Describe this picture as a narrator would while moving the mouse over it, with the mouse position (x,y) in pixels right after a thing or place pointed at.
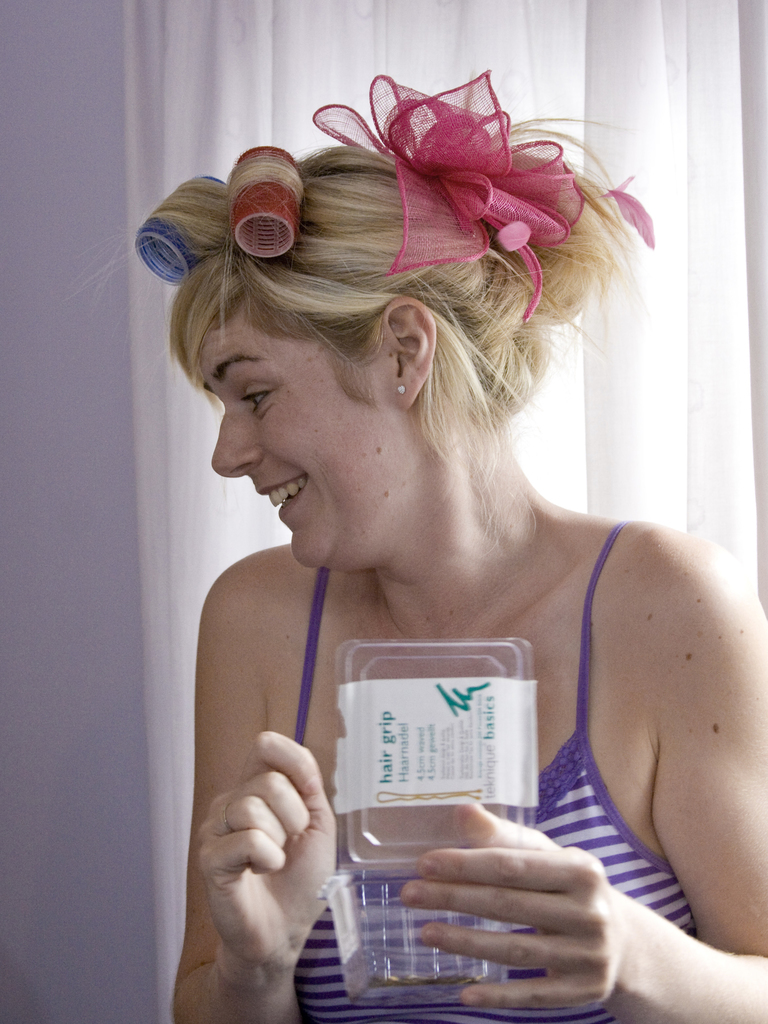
In this image I can see one person (581,767) is holding something and wearing purple and white color dress (573,804). Person (541,944) is wearing pink colored headwear (531,155). Background (311,51) I can see the white color curtain (150,418) and wall (72,707).
